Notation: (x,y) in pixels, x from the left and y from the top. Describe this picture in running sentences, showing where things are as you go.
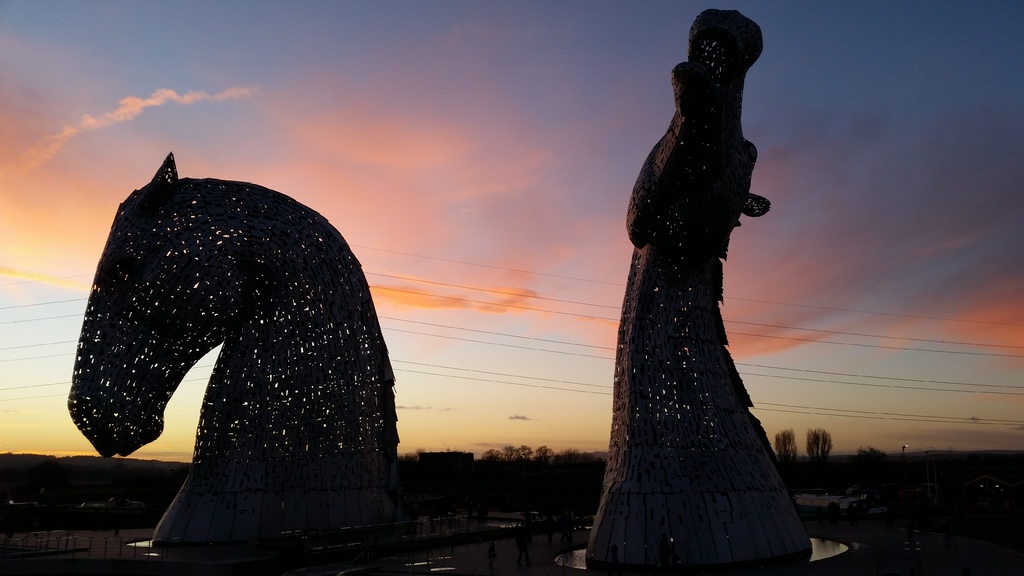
In this image there are sculptures (642,416) on the ground (390,561). Around the sculptures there is a fencing (383,536). In the background (502,467) there are trees (518,460). At the top (391,116) there is the sky (356,110).
